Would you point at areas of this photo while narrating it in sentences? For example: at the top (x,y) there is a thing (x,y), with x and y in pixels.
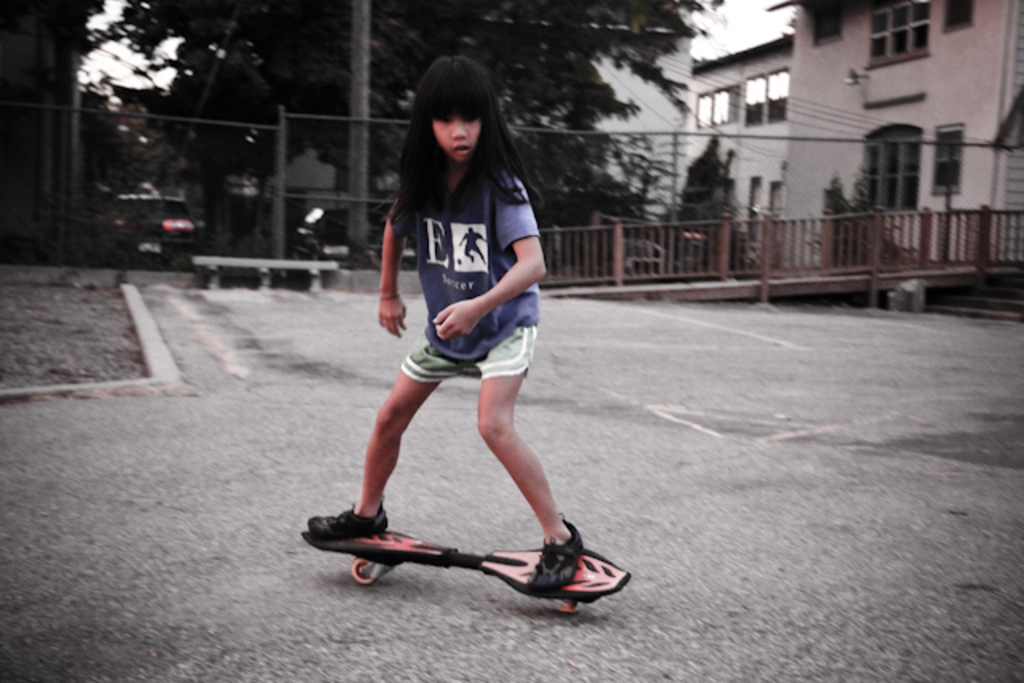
In this picture we can see a girl (356,524) on a skateboard (432,542). There are few poles (358,254). There is some fencing (554,247) on the right side (728,232). We can see some trees (144,133) and buildings (955,68) in the background (264,66).
